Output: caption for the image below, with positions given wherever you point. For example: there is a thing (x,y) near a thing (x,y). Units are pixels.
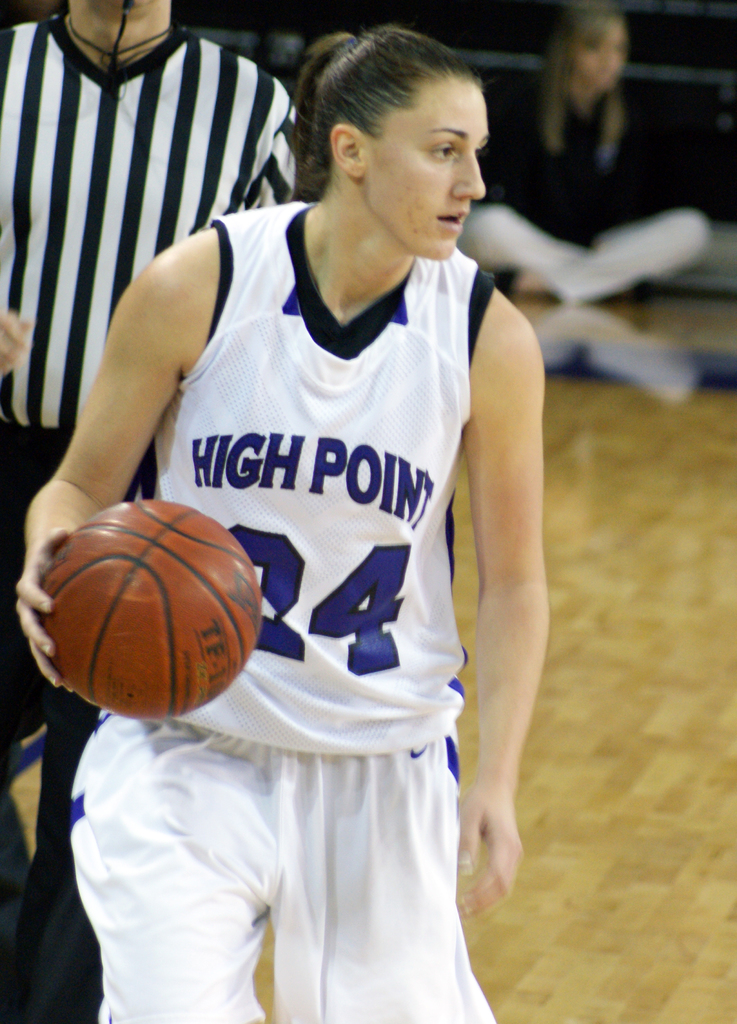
In this picture there is a woman (314,450) in the center (330,567) holding a ball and is in the action of playing. In the background (99,332) there is a person (71,268) and on the right side (609,207) in the background (598,213) there is a woman (588,200) sitting on the floor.
